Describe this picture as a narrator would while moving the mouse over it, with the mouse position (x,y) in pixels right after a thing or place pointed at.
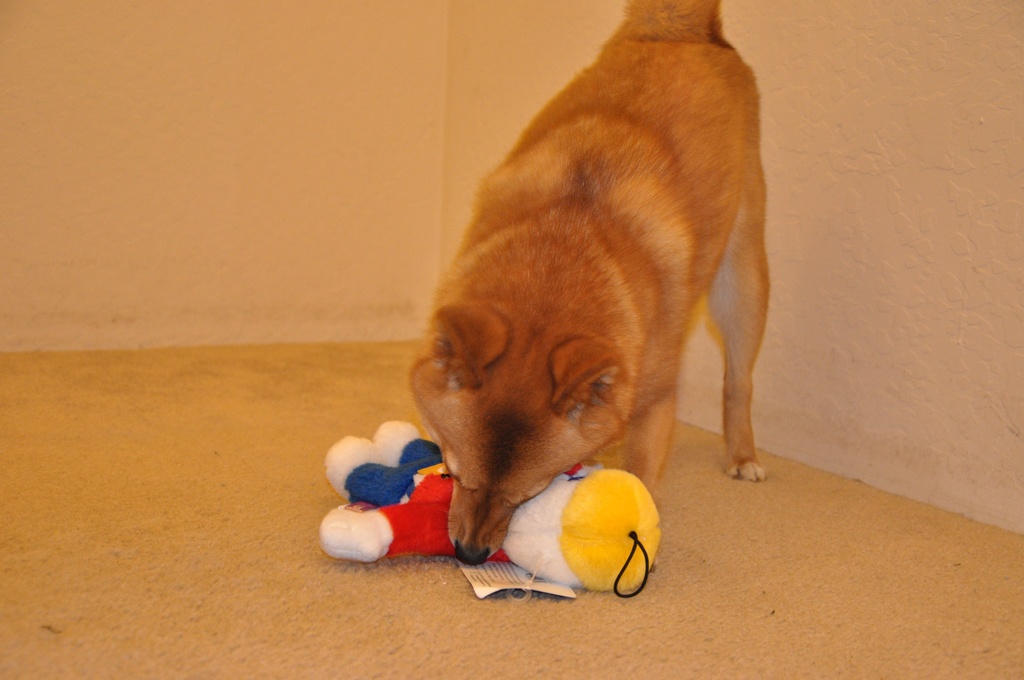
In this picture we can see a dog (534,430) and a toy (330,513) on the floor (237,507). In the background (425,185) we can see the walls (413,160).
